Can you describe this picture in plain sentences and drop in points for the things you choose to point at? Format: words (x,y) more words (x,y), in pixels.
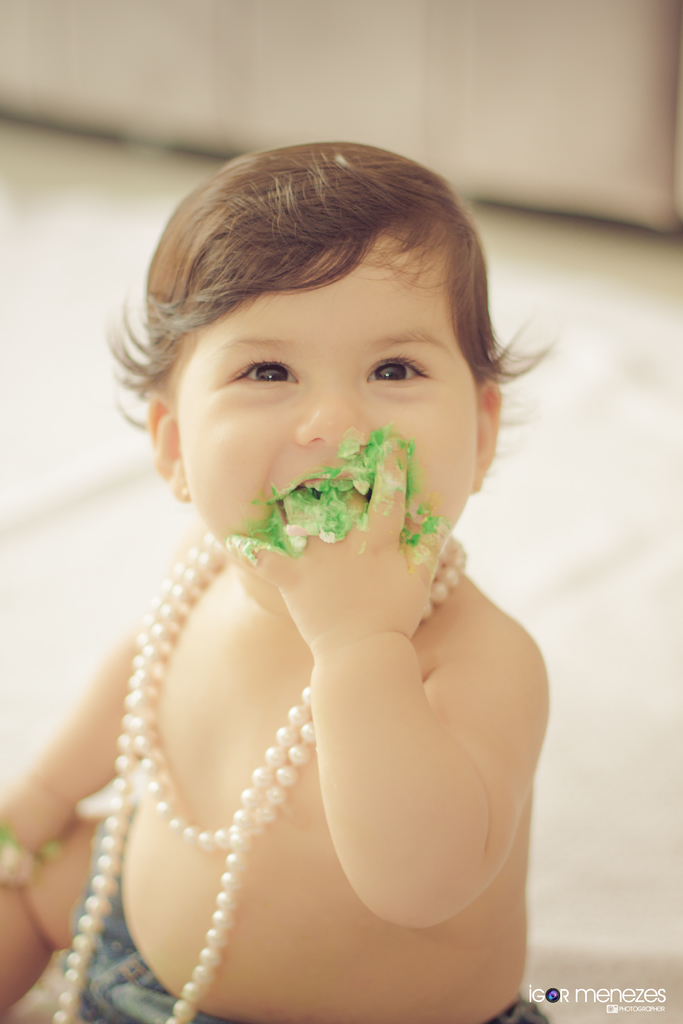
In this image in the front (268,693) there is person (293,690) smiling and at the bottom right of the image (586,998) there is some text (579,994) which is visible and the background (21,401) is blurry.
